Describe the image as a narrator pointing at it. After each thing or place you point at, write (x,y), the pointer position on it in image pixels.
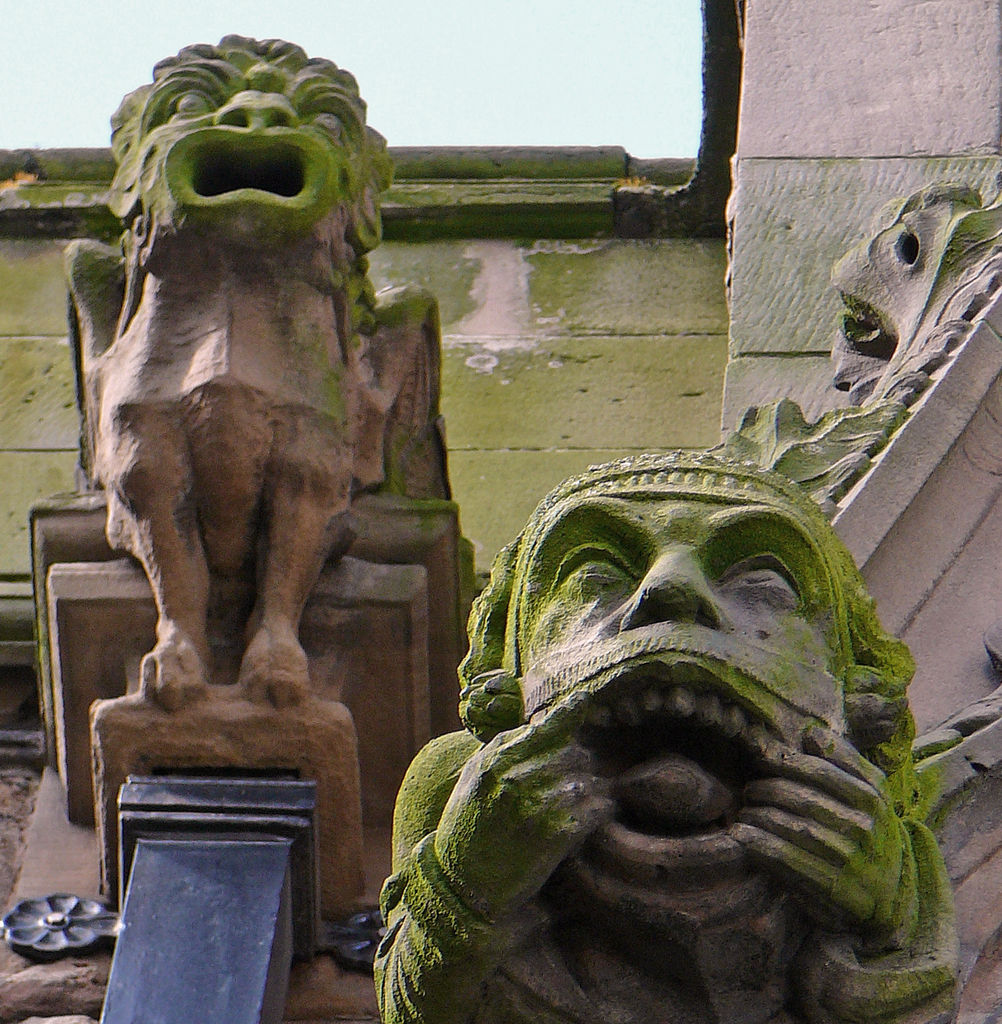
This picture is consists of sculpture (278,362) in the image.
